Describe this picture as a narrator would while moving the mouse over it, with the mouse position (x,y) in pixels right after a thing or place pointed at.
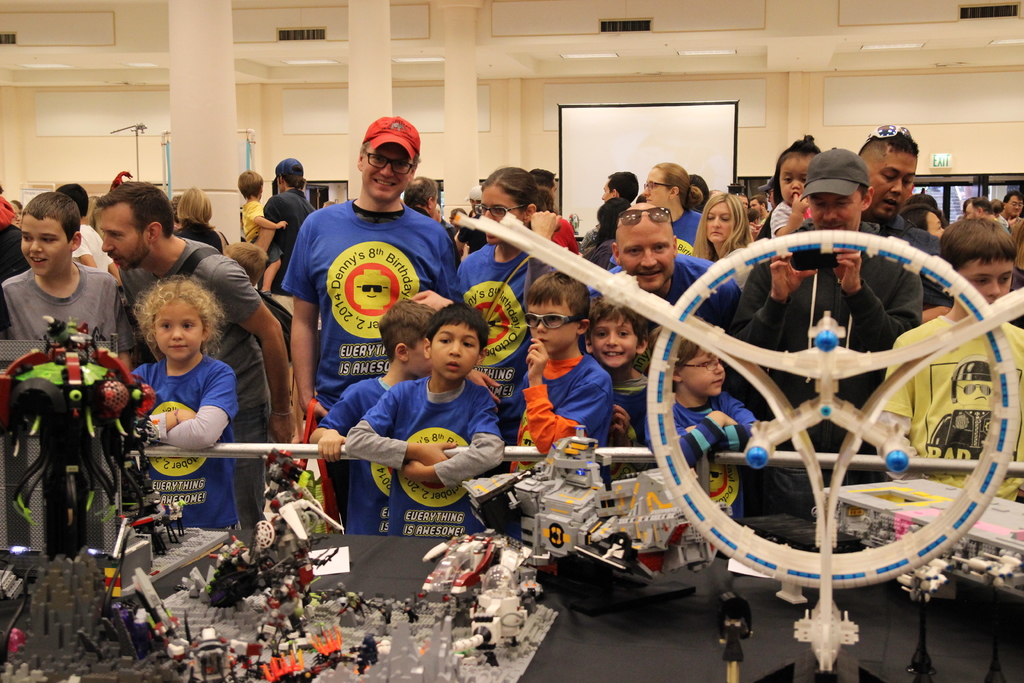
In this picture we can see so many people (433,437) are standing in front of the table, on it we can see so many objects (451,620), behind we can see the board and windows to the wall (38,29).
